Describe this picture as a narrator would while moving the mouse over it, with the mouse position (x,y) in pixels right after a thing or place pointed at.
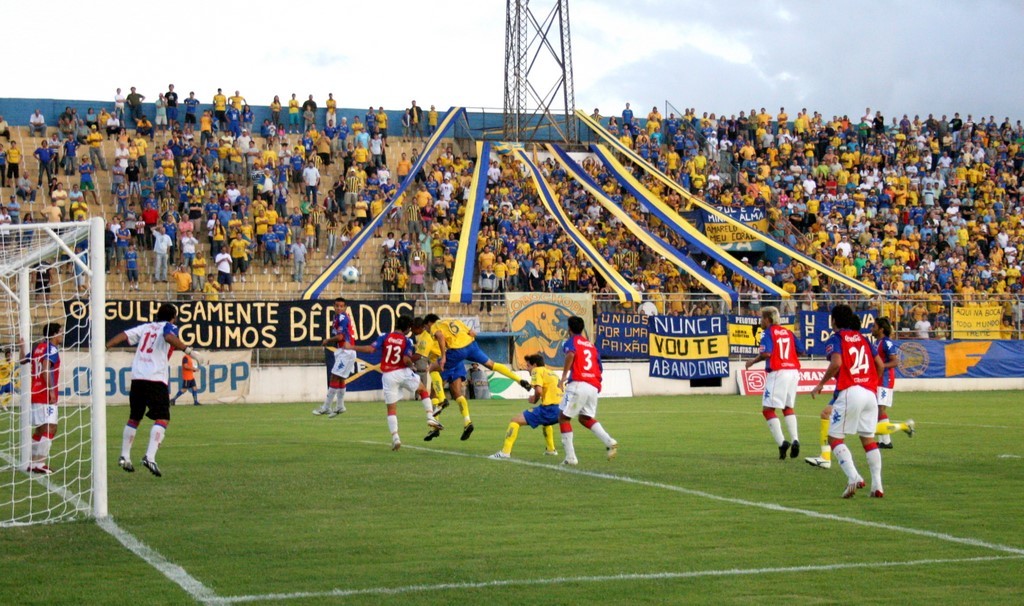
Here we can see players (136,422) playing football on the football court (288,411) and on the left (23,303) we can see a goal (42,257) and poles (96,400) and among the players (168,311) we can see few players (325,343) are in the air and few are on the court (494,426). In the background (512,216) there are audience (438,246) standing and few are sitting on the chair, hoardings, banners (199,335), fence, poles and we can see a big clothes (475,206) tied to the pole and fence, there is a big tower (520,16) in the middle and clouds (493,22) in the sky (895,14).
